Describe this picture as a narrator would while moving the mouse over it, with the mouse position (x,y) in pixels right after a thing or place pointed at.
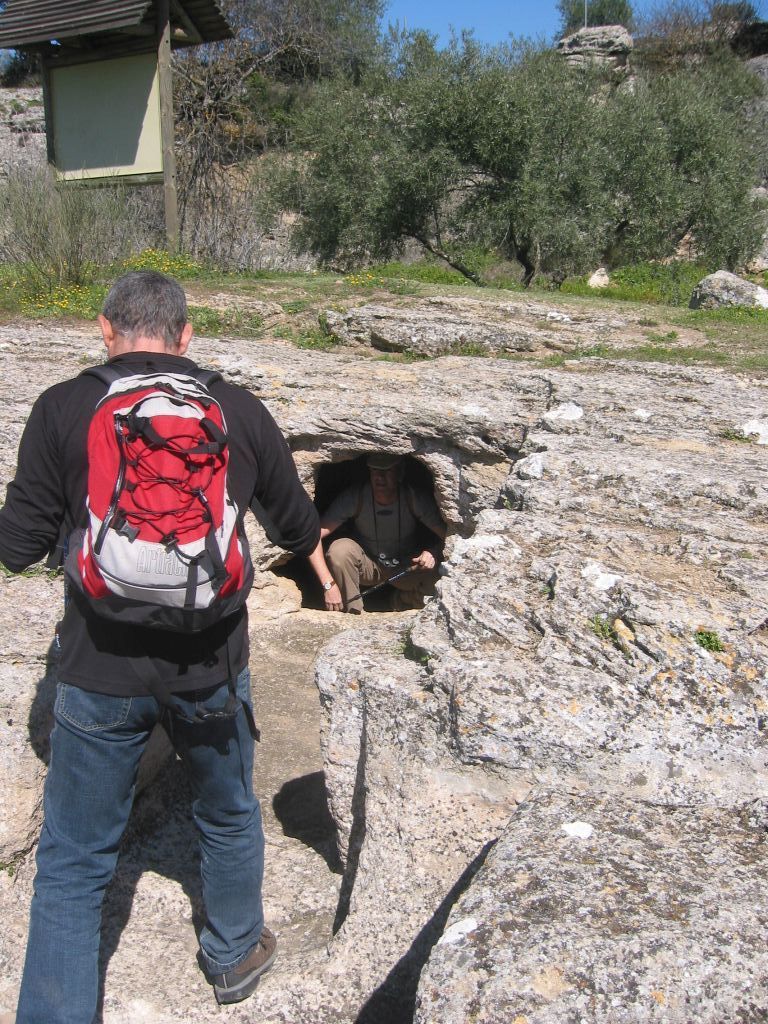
In this image, there is an outside view. There is a person (48,501) standing and wearing a bag (162,398). There are some trees (261,106) at the top of this picture (619,88). There is a person (384,475) in the center of the image (350,514) sitting inside the cave (380,592).
